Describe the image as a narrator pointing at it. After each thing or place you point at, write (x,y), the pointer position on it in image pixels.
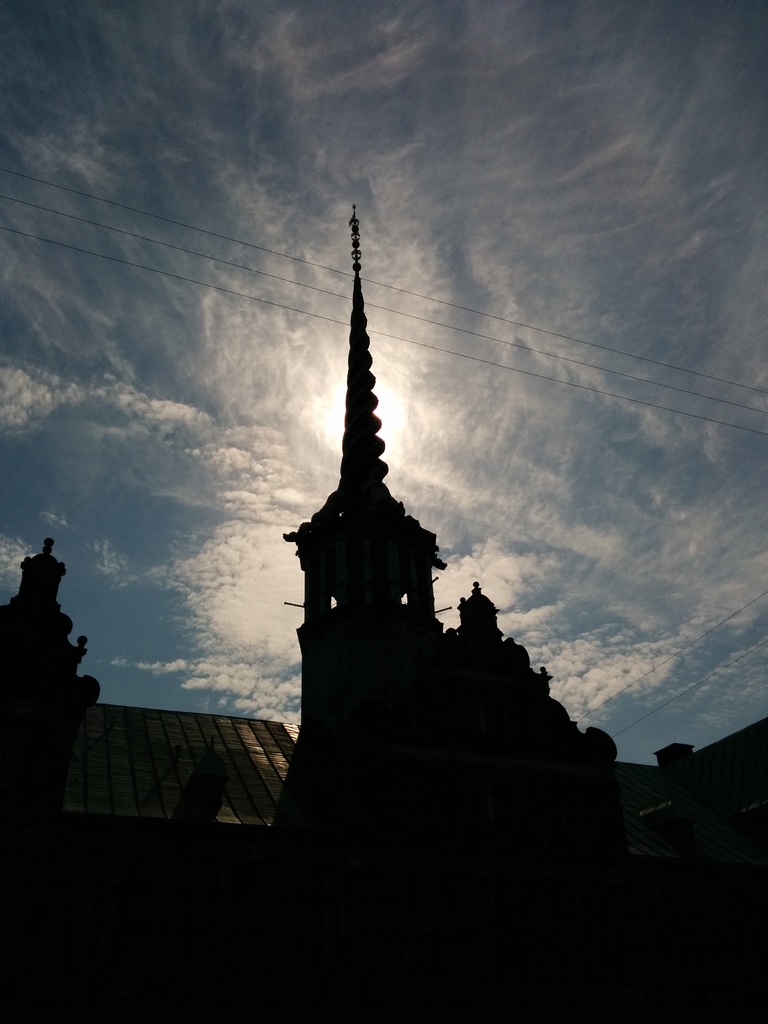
This image looks like it is captured near a temple (366,798). At the top (487,261), we can see the clouds (391,339) in the sky (315,376).
